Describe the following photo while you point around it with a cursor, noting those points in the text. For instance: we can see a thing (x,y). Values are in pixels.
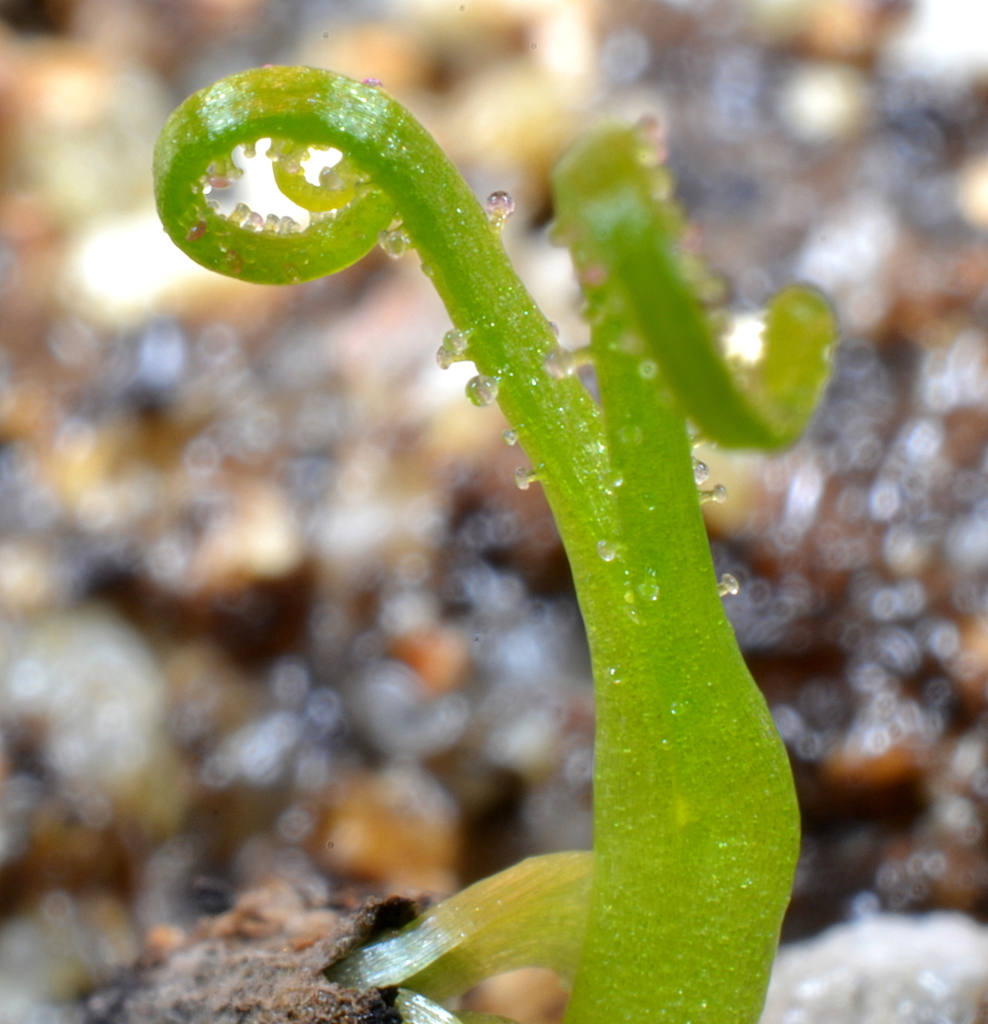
In this image we can see a plant (664,909) with water drops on it and in the background (758,192) the image is blurred.
